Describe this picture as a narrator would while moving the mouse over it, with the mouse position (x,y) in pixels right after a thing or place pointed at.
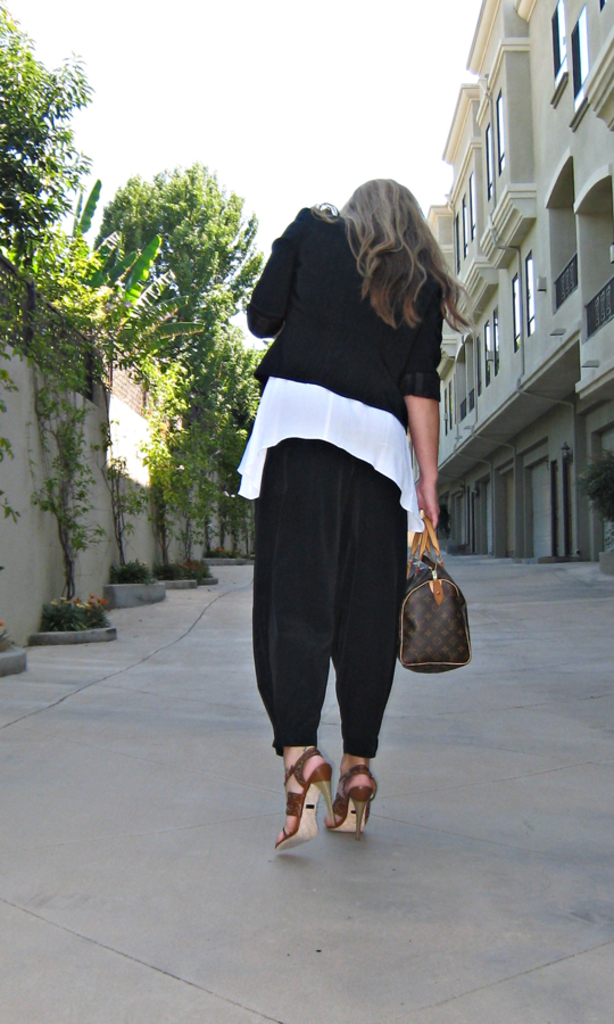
In this picture outside of the city. She is standing and she is holding a handbag (414,584). She is wearing a beautiful black jacket (348,361). We can see in background (59,192) trees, sky (73,218) and buildings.
